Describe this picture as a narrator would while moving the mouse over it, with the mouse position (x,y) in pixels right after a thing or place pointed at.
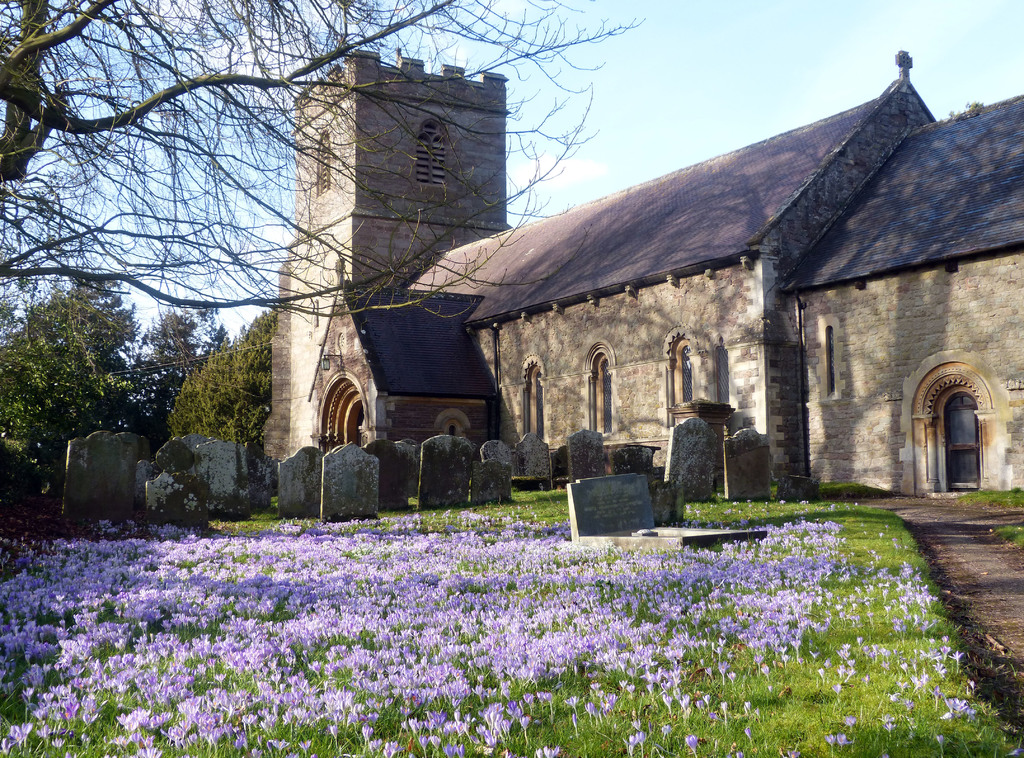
In this image I can see few houses (502,181), windows (439,137), trees (6,263), few purple color flowers (440,572) and few tombstones (637,494). The sky (525,15) is in blue and white color.
